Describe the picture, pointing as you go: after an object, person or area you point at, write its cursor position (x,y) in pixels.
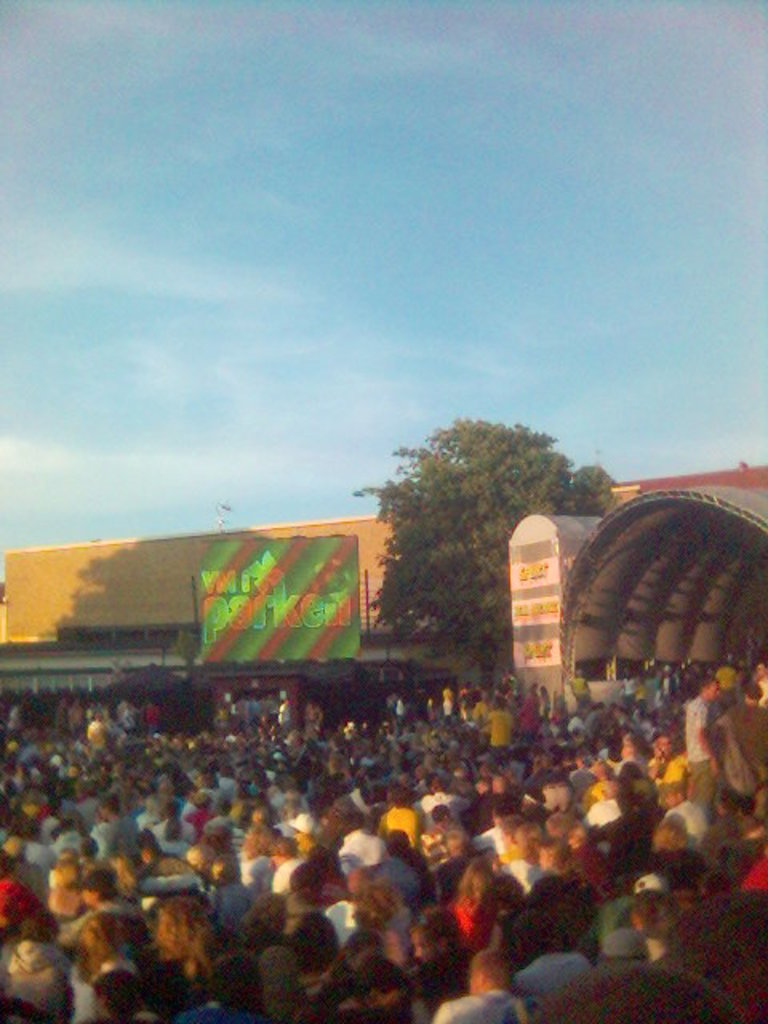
Here in this picture we can see number of people (367,757) standing over a place (242,878) and we can see a store (347,618) and a shed (643,579) present over there and we can also see a tree (412,597) present and we can see clouds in the sky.
